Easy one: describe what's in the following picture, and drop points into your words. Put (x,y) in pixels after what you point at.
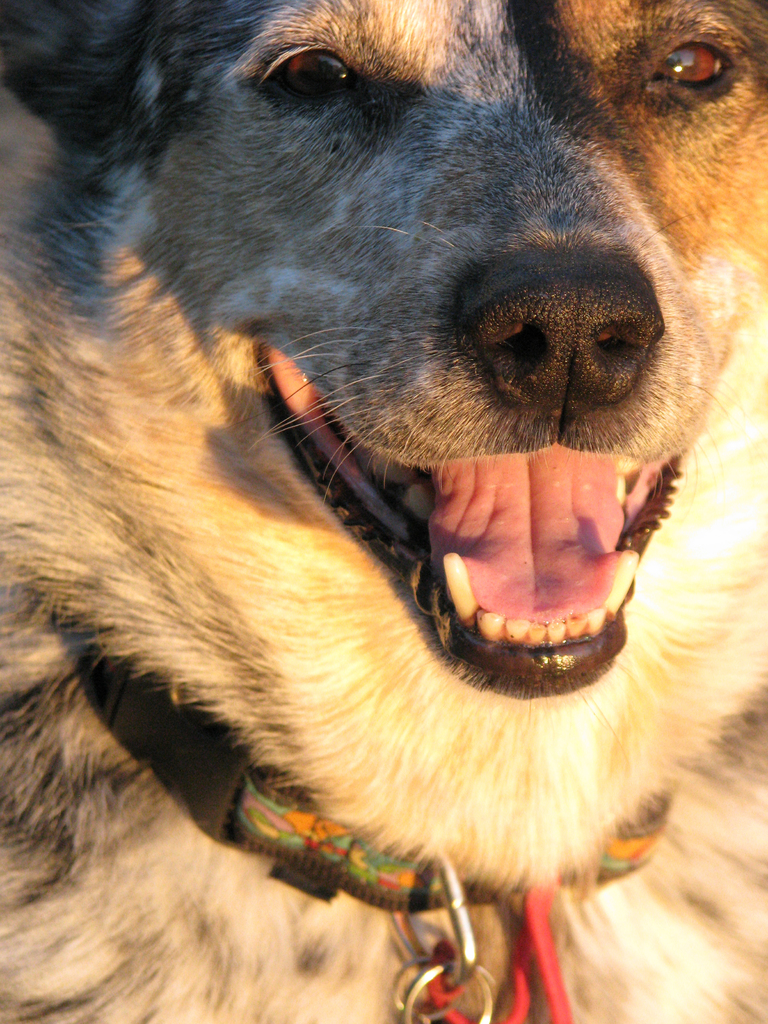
In this image there is a dog (251,729) with belt (225,754) around the neck (385,822).
